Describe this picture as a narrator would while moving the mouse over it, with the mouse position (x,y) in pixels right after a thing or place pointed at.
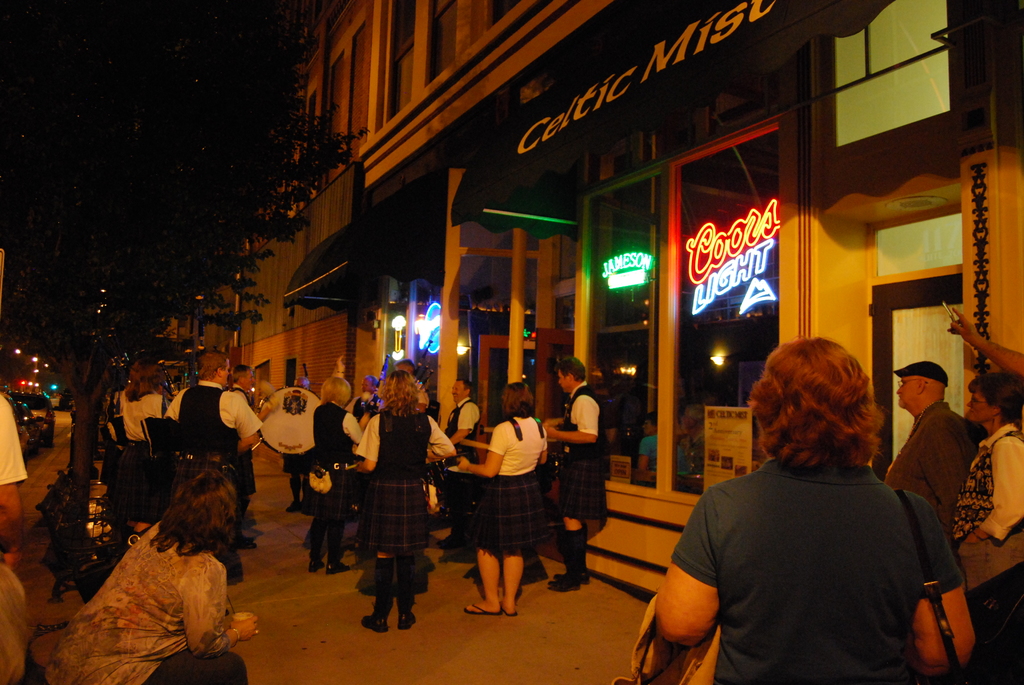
In this picture I can see group of people (1018,408) standing, there are few people (510,470) holding musical instruments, there are buildings (524,361), light boards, lights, there is a tree (84,377), there are vehicles (20,395) parked on the road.
